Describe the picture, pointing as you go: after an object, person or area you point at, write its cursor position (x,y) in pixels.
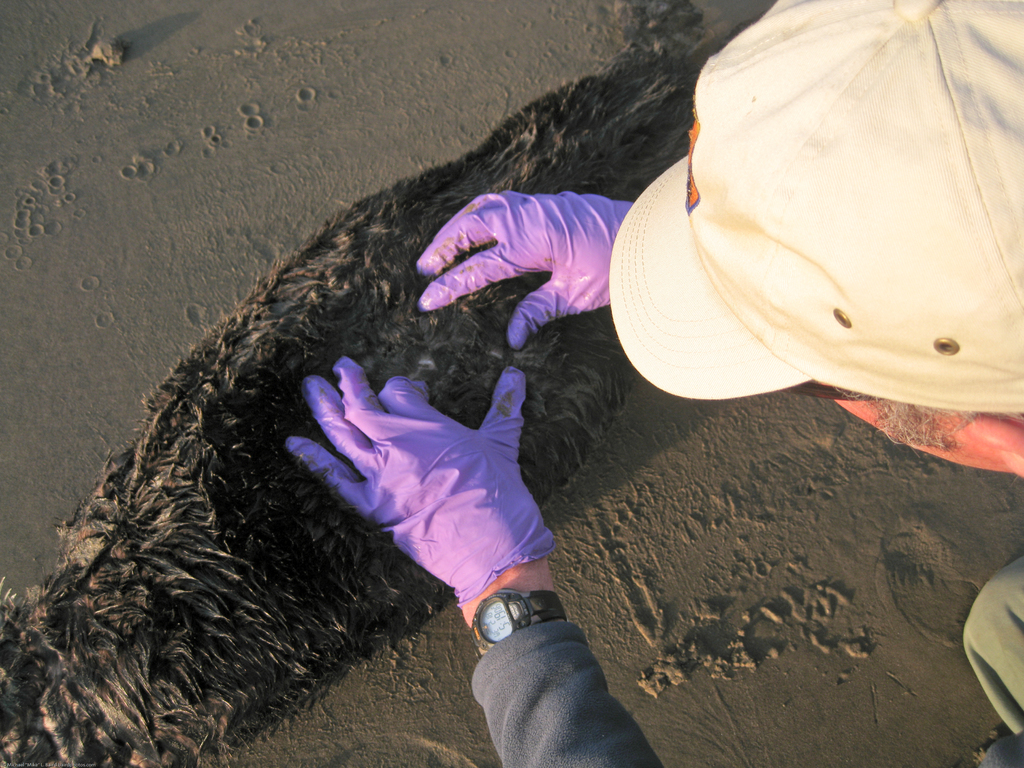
In this picture we can see a man (511,704) with gloves (509,241) and to the man hand (501,407), there is a watch (507,634), and the man (477,430) is doing something to an animal (292,470) and the animal (292,490) is lying on the sand (339,723).
